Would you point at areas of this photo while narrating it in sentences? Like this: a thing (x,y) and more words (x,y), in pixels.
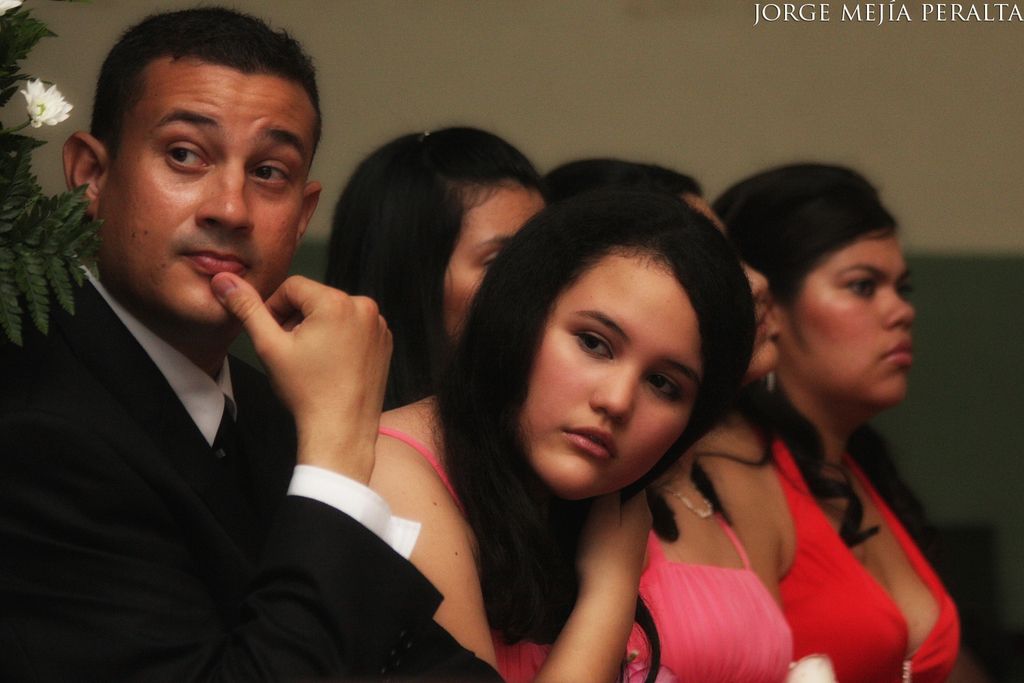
In this picture there are group of people (741,194) those who are sitting in the center of the image (428,279) and there is a plant (51,32) on the left side of the image (7,228).
